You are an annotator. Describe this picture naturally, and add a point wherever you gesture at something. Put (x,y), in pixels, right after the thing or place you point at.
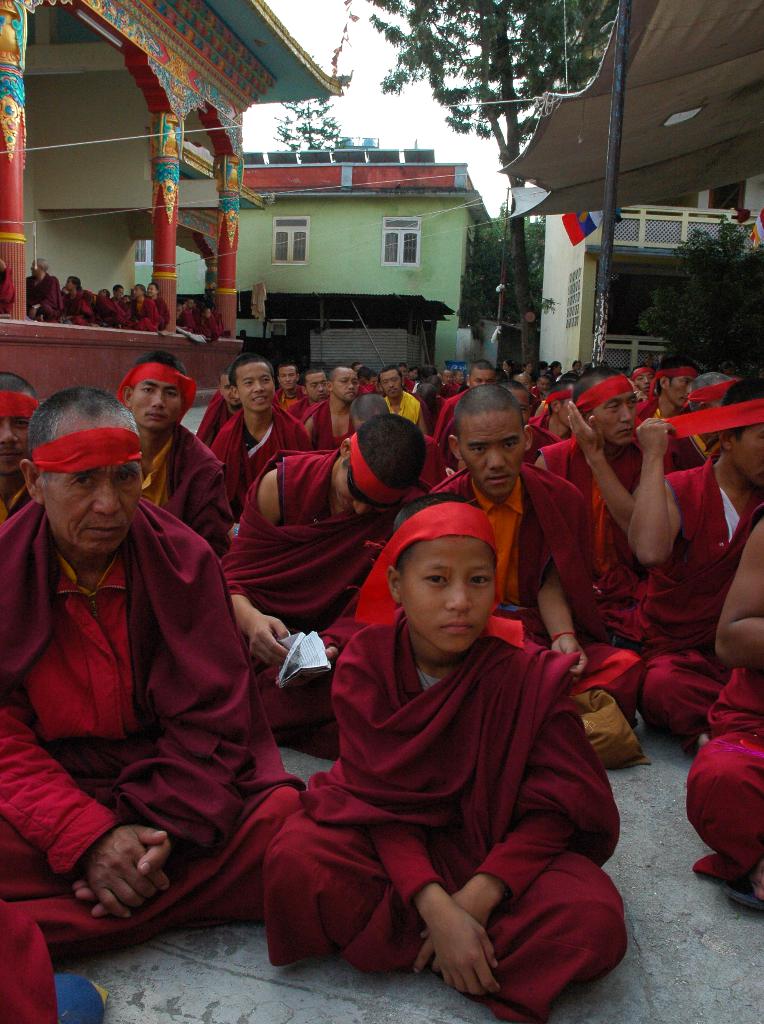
In this picture we can see a group of people (135,770) where some are sitting on the ground (649,796) and some are standing and in the background (188,275) we can see buildings (351,243) with windows (410,240), trees (451,50), sky (308,42).
